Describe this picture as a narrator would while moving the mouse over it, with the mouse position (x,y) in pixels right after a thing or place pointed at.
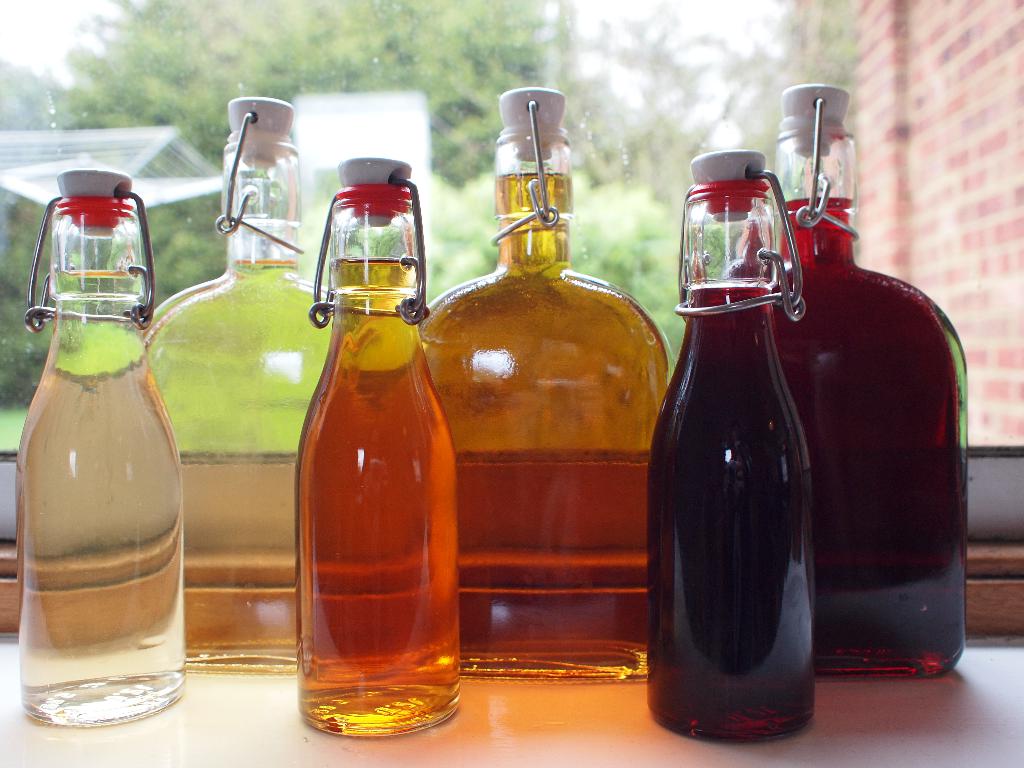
In these image there are six bottles (494,380) which contains some drink (698,414) in it. And in the background (269,44) there are some trees (623,66) and on the right side (916,138) there is one wall (960,136).
